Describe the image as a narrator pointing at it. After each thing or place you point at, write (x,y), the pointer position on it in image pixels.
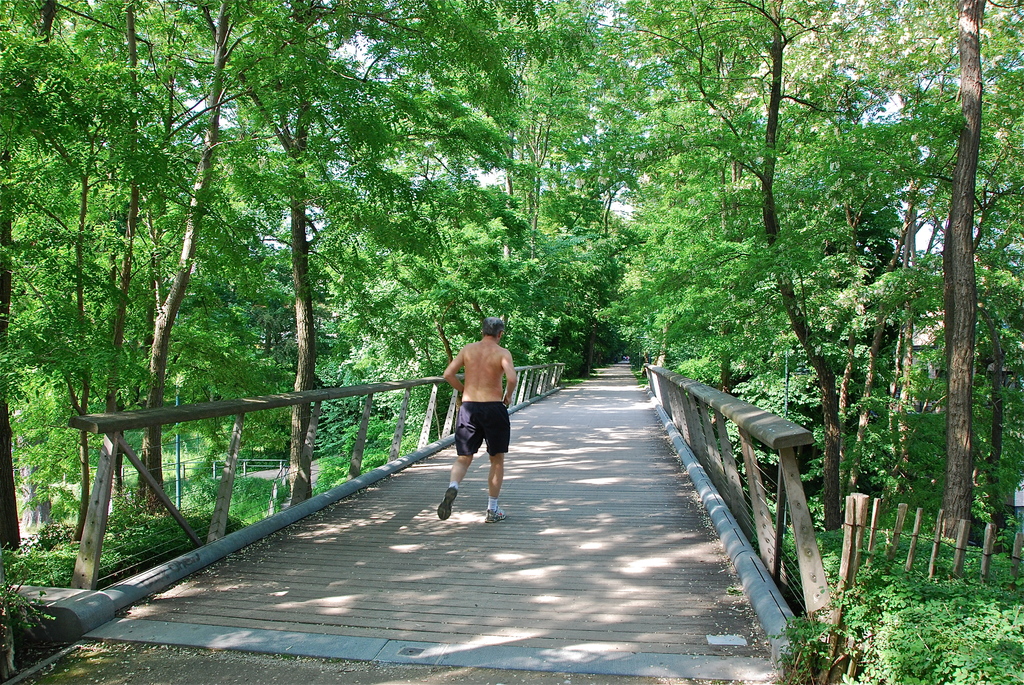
In this image, we can see a man (468,435) running on the bridge (455,560) and we can see some green color trees (167,161).
